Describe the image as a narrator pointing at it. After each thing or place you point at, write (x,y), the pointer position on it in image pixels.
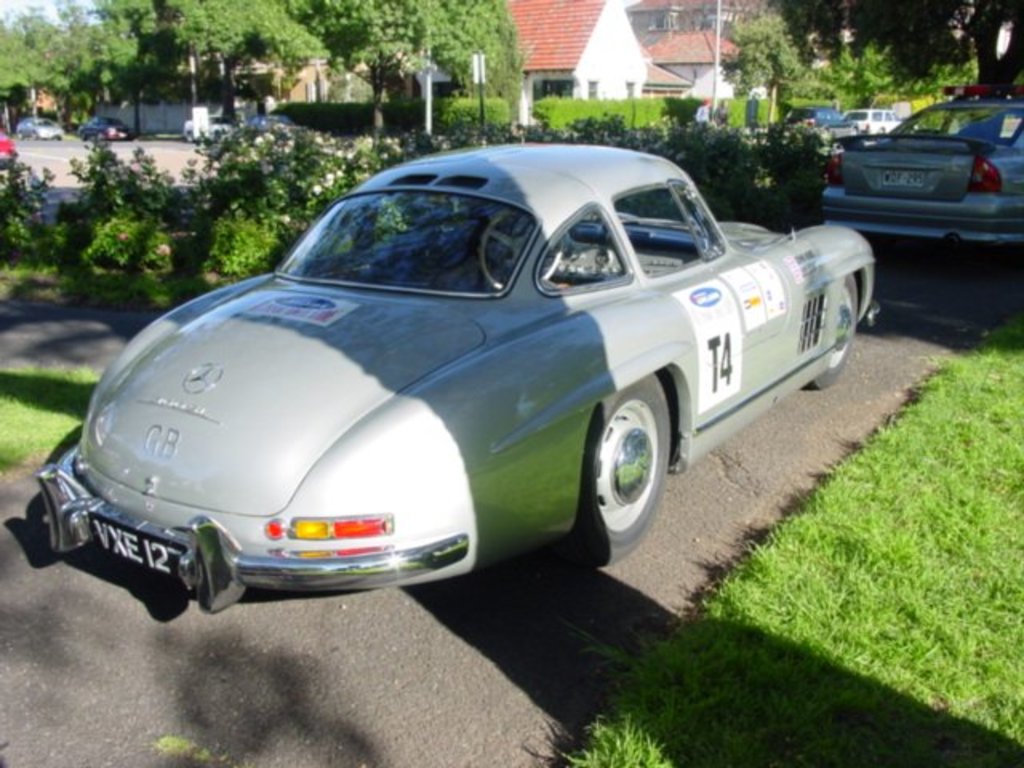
In this image we can see buildings (577,25), motor vehicles (559,189) on the road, plants (501,139), shrubs (527,139), grass (916,471), street poles (715,70), trees (459,57), information boards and sky (53,14).
